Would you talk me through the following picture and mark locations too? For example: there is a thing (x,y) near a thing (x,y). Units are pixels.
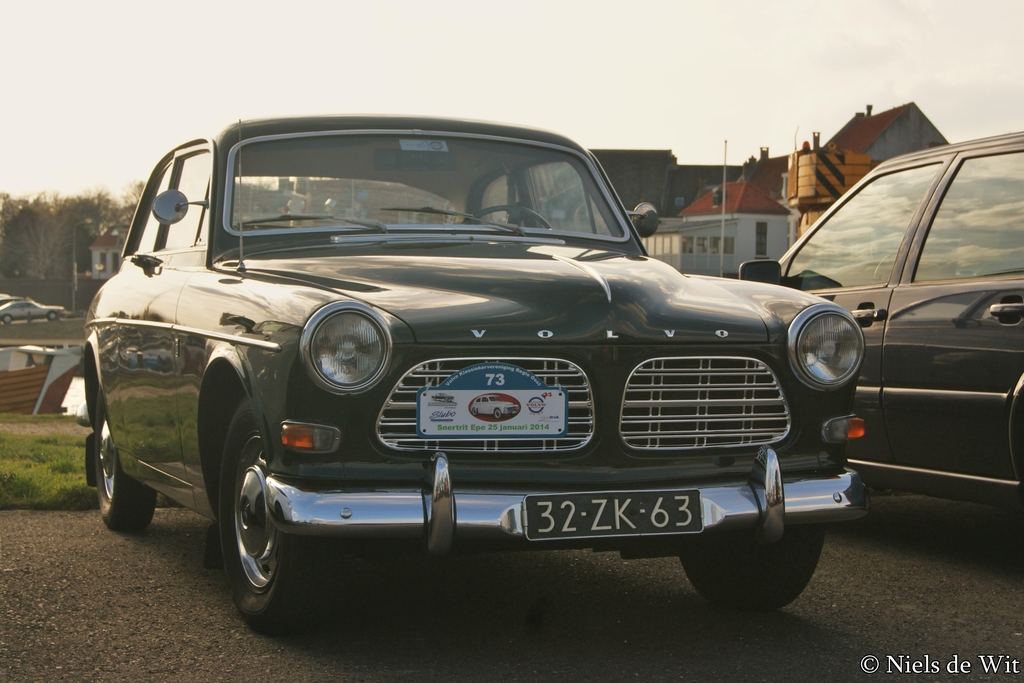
Here we can see two cars (381,516) on the road (801,654). In the background (23,497) there is grass (74,476) on the ground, vehicles (43,317) on the road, poles (726,165), trees (1,243), houses (706,228), fence (22,285), windows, roofs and sky (477,83).
